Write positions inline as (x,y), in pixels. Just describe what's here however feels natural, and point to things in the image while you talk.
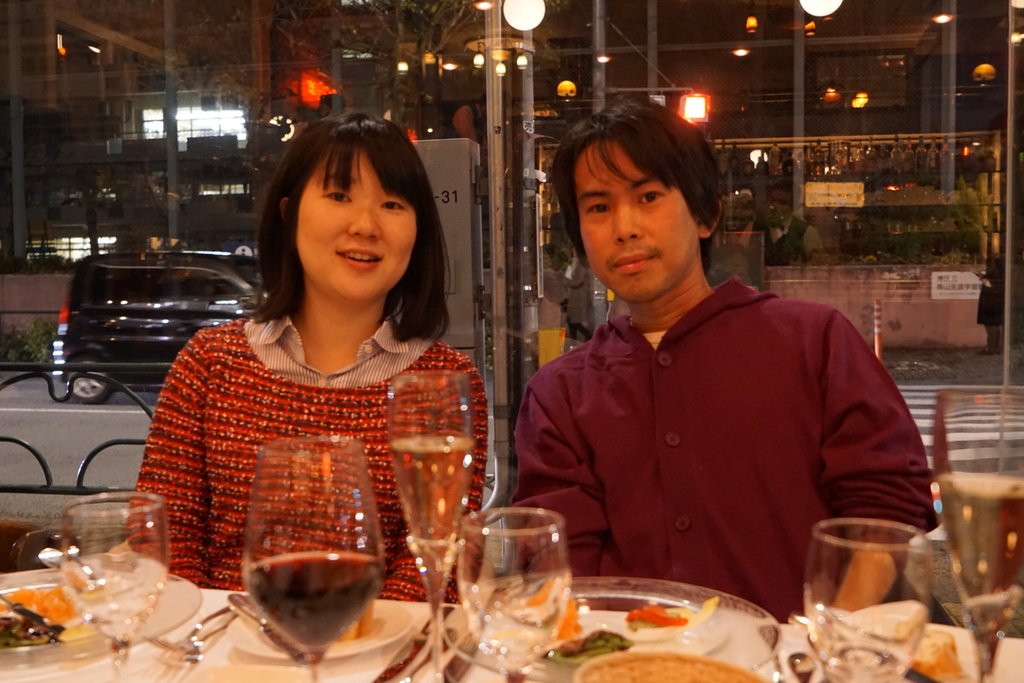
In this picture we can observe a couple (599,428) sitting in the chair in front of a table (365,615) on which we can observe wine glasses (324,580) and plates (727,651). We can observe a woman (335,363) and a man (590,388) and in the background (246,90) there is a glass (148,150). We can observe a black color car (108,317) on the road (64,432) and there are some buildings (99,81) in the background (730,103).
